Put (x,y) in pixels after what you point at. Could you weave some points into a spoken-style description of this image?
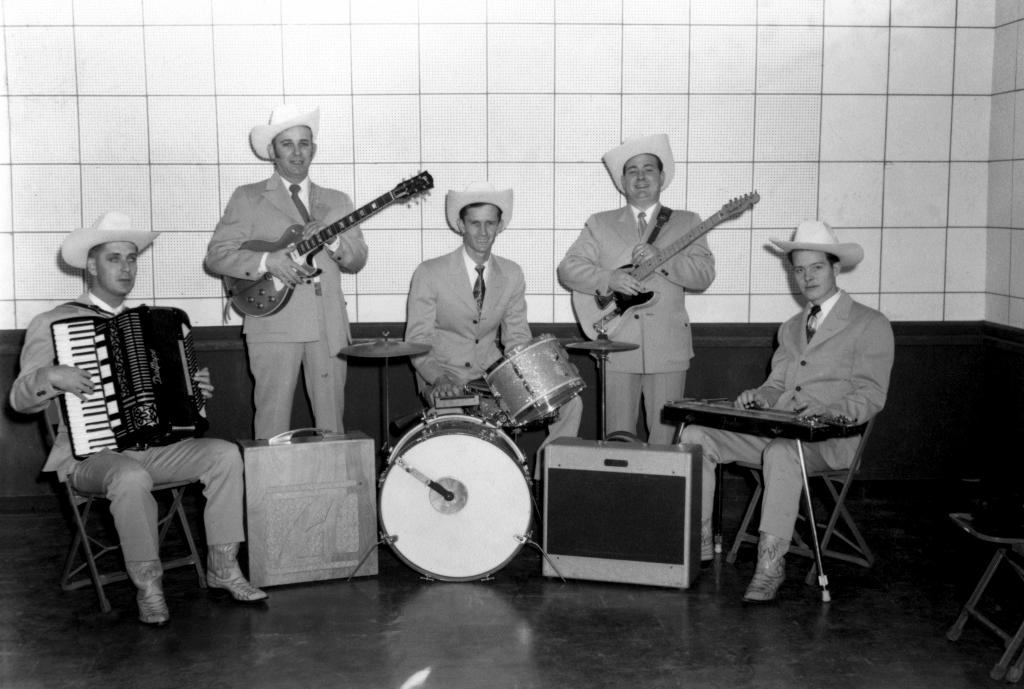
These five persons (465,358) are holding musical instruments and wear hats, these two persons (303,164) are standing and these three persons (837,411) are sitting on the chairs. We can see musical instruments (429,477) on the floor (221,607). On the background (477,66) we can see wall (673,55).
